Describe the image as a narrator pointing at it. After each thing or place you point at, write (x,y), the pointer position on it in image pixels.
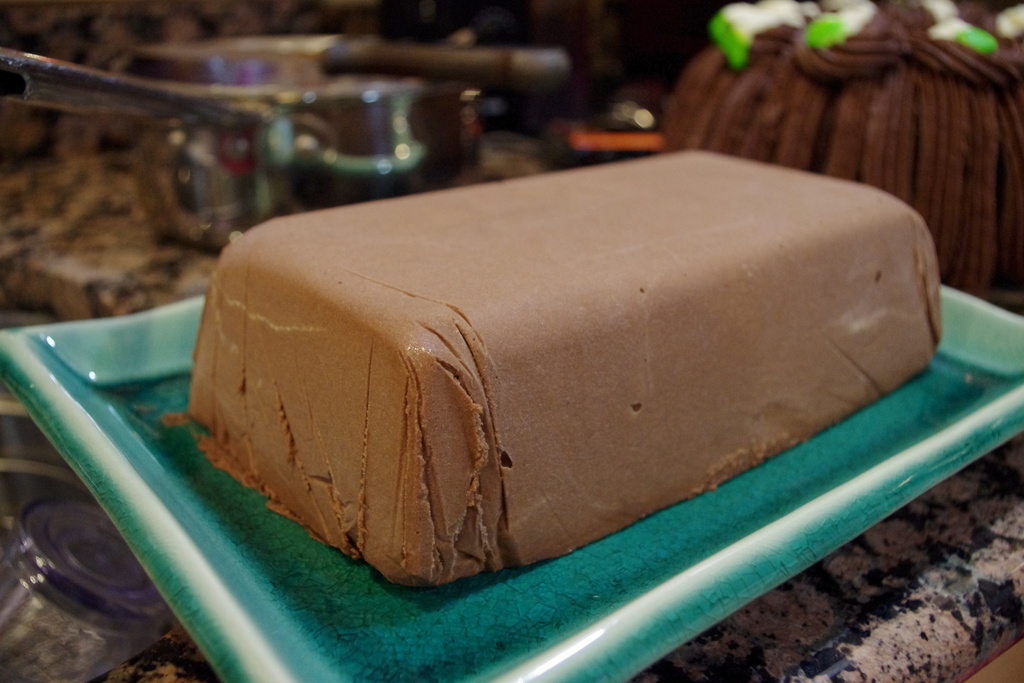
In the picture I can see something on a green color tray (235,542). The background of the image (774,93) is blurred. In the background (355,117) I can see some other objects (419,176).
